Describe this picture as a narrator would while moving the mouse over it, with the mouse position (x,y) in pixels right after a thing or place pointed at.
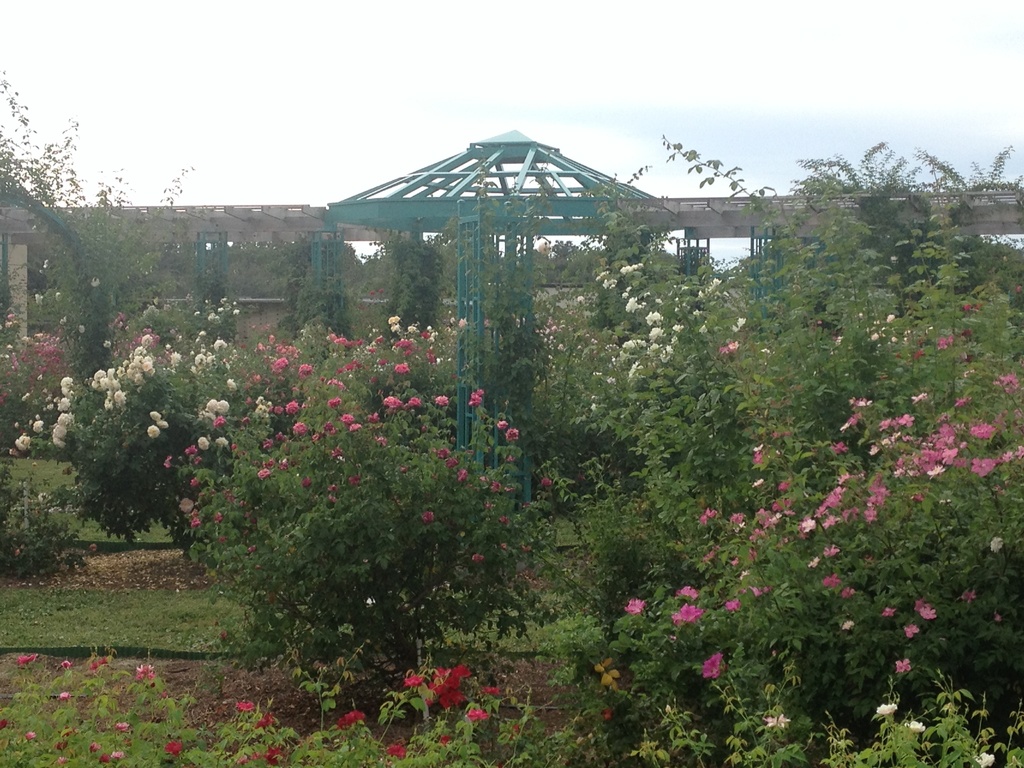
In this image in the center (469,391) there is one gazebo (560,225), and in the background (960,221) there is a pergola (976,221) and trees (392,274). In the foreground (790,479) there are some plants (411,537) and flowers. On the top of the image (589,115) there is sky (875,126).
